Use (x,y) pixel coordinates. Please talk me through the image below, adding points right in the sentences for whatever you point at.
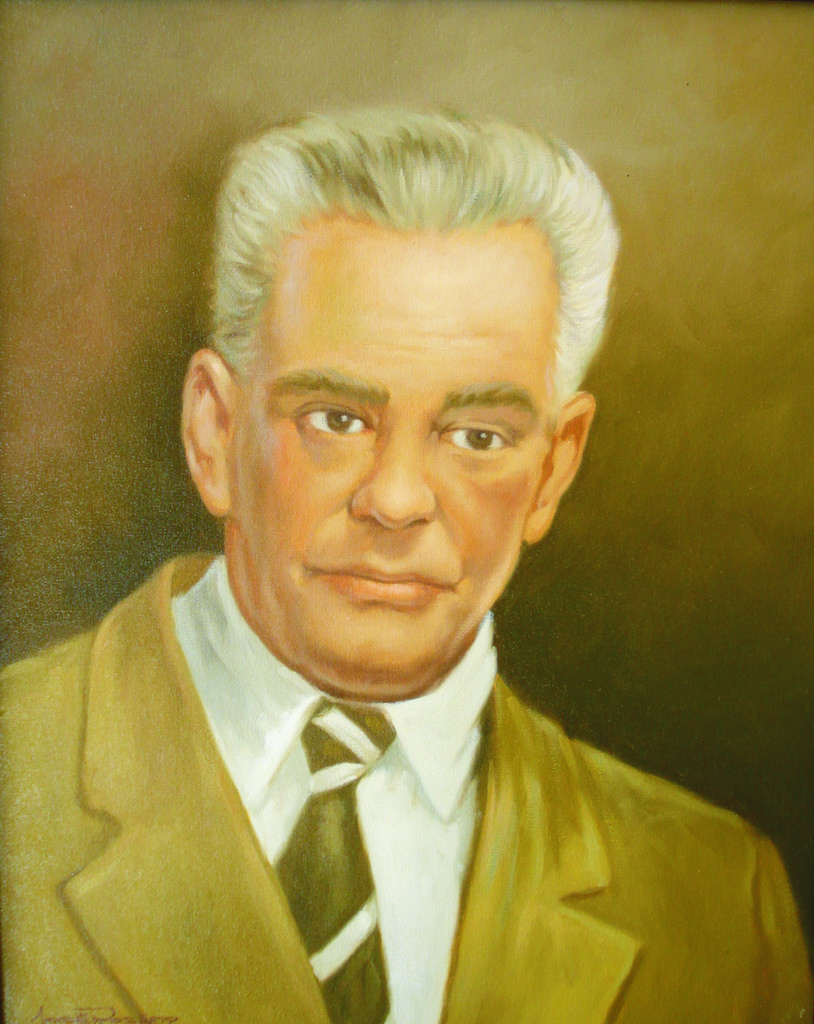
As we can see in the image is painting (638,371) of a man (446,347) wearing black color tie (307,870), white color shirt (403,841) and green color jacket (151,889).
